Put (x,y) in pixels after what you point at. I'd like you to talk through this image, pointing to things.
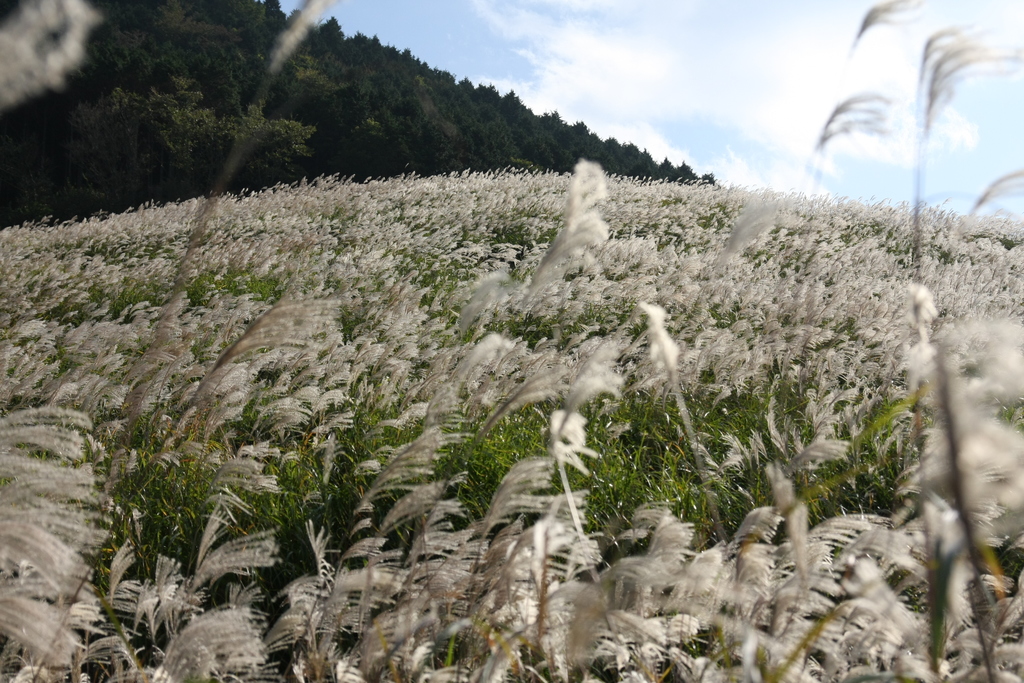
In the picture we can see a surface (748,514) with full of grass plants (64,292) and far away from it, we can see a hill (20,140) which is covered with trees (116,93) and behind it we can see a sky (785,166) with clouds (1011,32).
